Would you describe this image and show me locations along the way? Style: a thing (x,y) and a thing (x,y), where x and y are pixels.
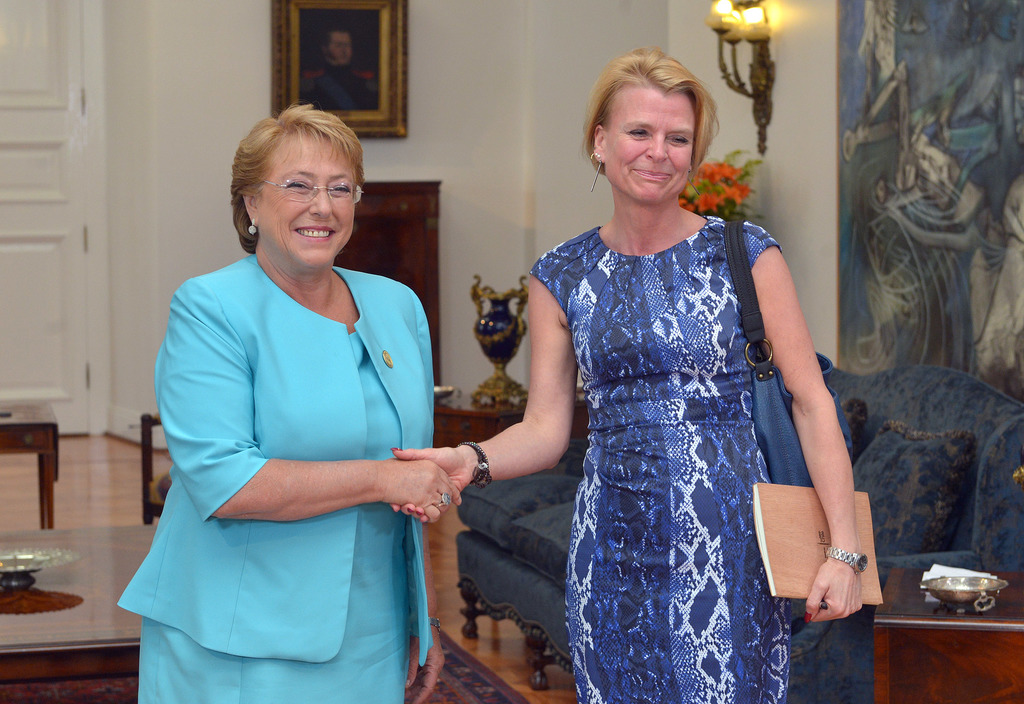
In this picture there are two ladies (404,328) in the center of the image (680,258) and there is a door (63,402) on the left side of the image (26,321), there are tables (28,666) at the bottom side of the image (1002,595) and there is sofa (1001,424) in the background area of the image (547,563), there are portraits (337,40) on the wall (263,51) and there is a lamp (766,40) at the top side of the image (742,46).
